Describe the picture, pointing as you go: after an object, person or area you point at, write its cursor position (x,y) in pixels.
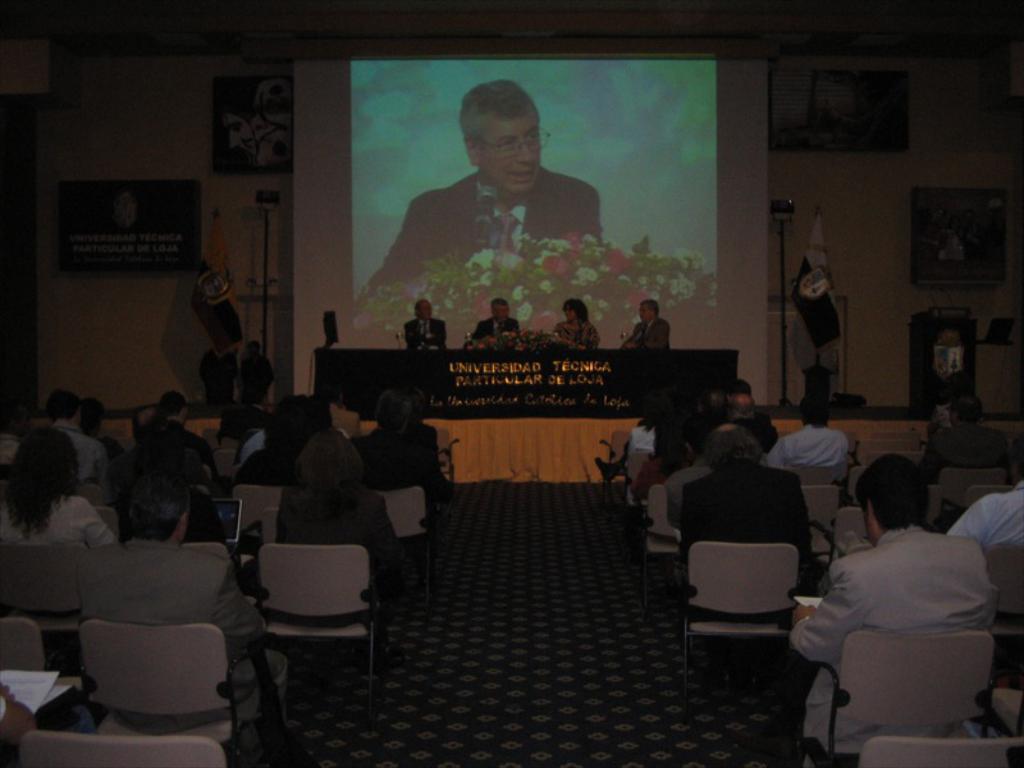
In this image there are group of people (96,584) sitting on the chair (341,576). At the back side (383,169) we can see a screen (391,101). The boards (139,240) are attached to the wall (149,111) and there is a flag (821,302).
